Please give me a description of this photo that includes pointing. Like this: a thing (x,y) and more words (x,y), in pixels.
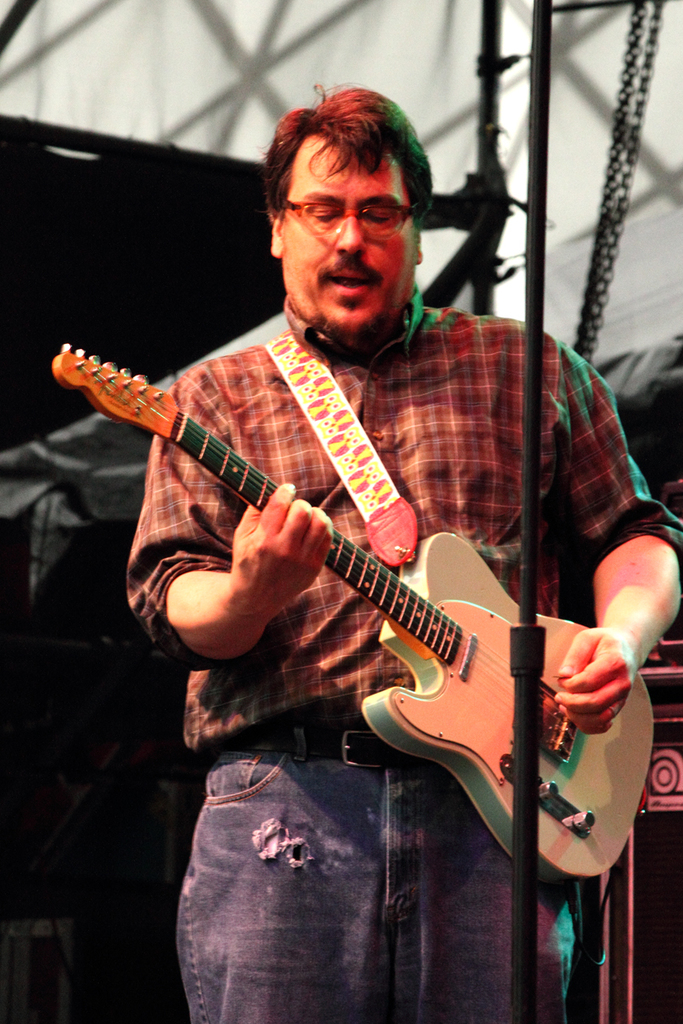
there is a man (441,814) standing on stage (1,704) is playing a guitar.
